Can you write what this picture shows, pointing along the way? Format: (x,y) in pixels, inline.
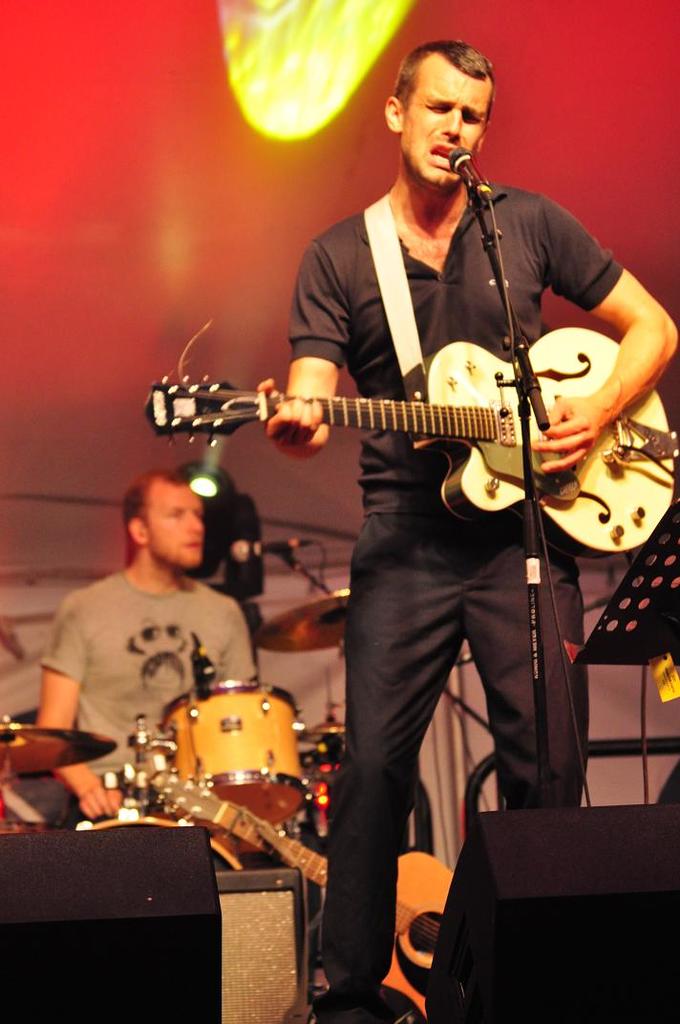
This man (450,334) is playing guitar (475,430) and singing in-front of mic (471,160). Far this person (142,667) is playing this musical instruments (237,731). On top there is a focusing lights (214,486).
